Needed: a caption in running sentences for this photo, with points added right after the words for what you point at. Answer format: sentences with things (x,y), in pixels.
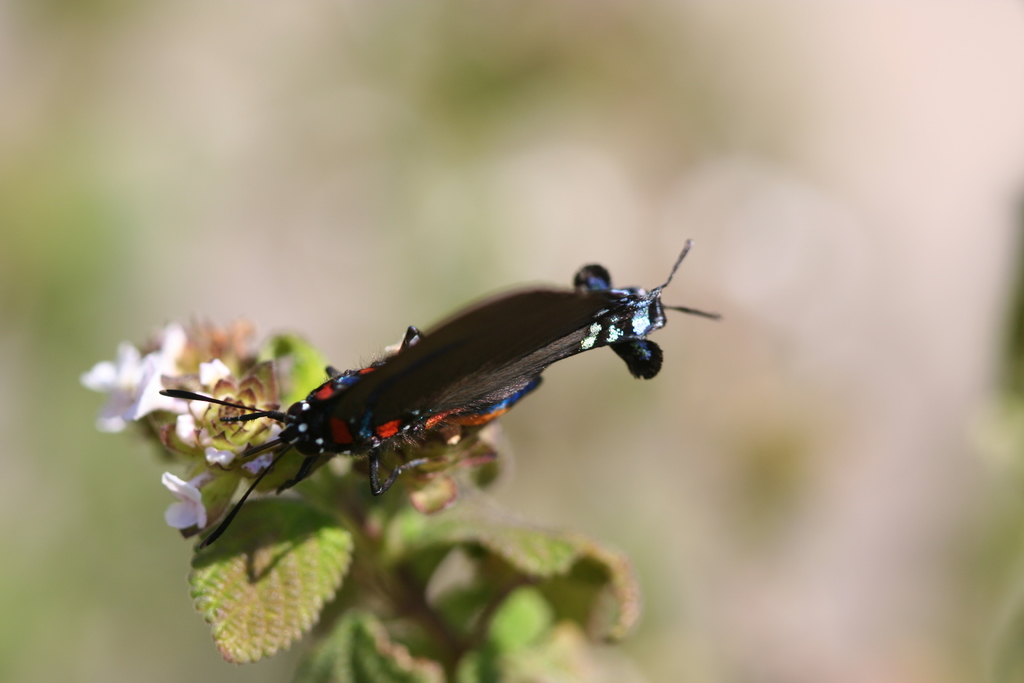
In this image we can see a insect (350,431) on the plant (406,591).
